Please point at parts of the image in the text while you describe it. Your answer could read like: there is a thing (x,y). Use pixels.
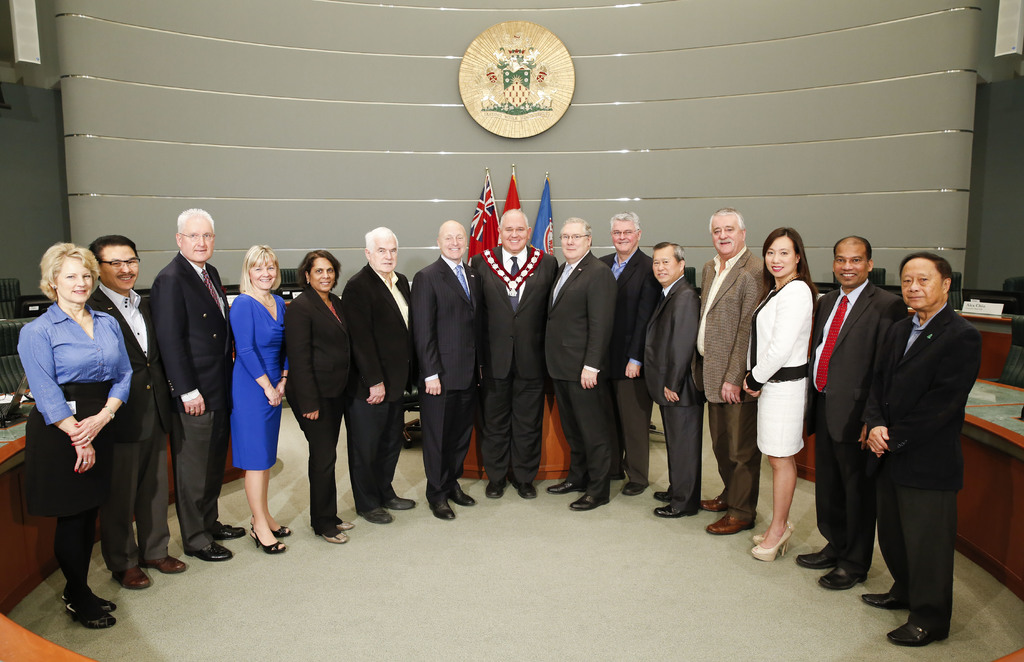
In this image I can see number of people (326,484) are standing and I can see all of them are wearing formal dress (546,376). I can also see few tables (1002,405) and few chairs (8,348) on the both side of this image. In the background (537,238) I can see few flags (481,235) and a round thing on the wall (611,69).
